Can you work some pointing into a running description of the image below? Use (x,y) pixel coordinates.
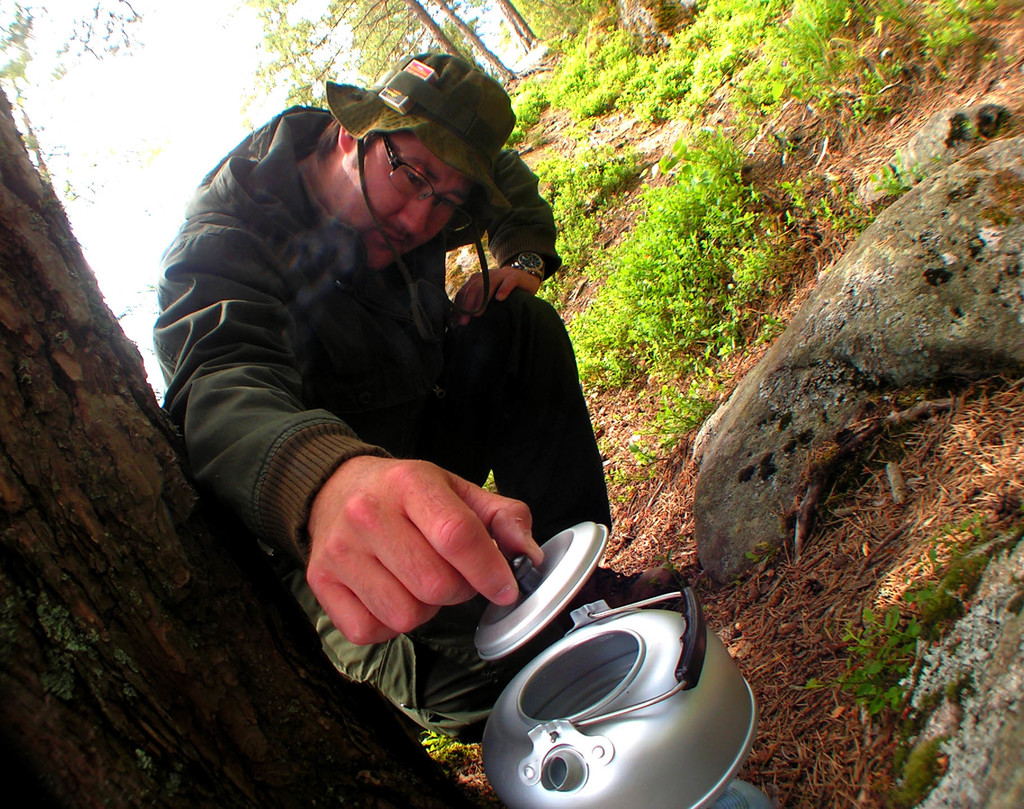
In this image we can see a person (412,507) sitting on the ground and holding a cooking vessel (653,642) in the hands (460,558). In the background (674,69) there are rocks (925,208), grass (695,108), trees (356,70) and sky (157,125).
